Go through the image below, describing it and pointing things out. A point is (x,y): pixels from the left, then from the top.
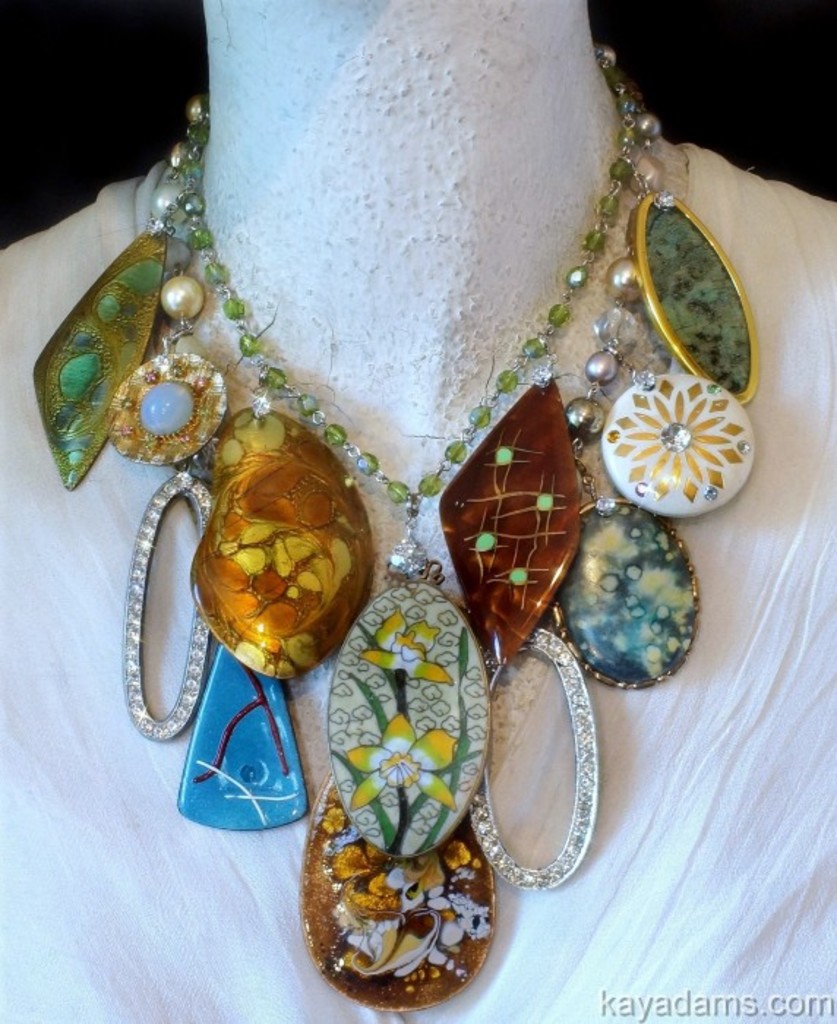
In this image we can see a mannequin (361,289) with a necklace (435,494). In the right bottom corner (704,1011) something is written.
